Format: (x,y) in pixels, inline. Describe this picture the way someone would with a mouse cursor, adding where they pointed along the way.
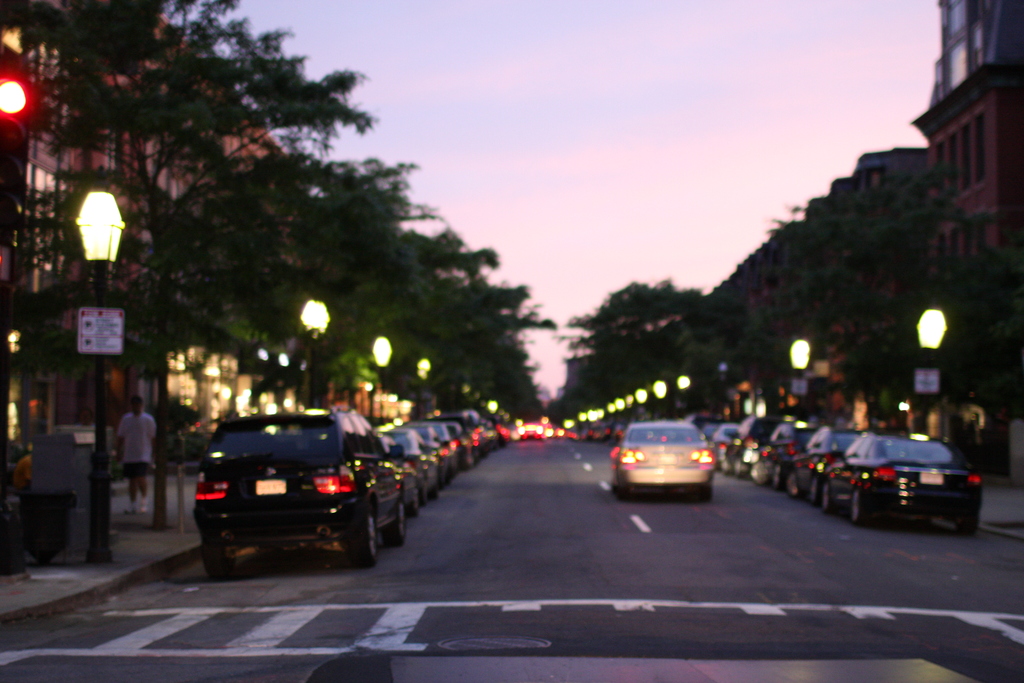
In the image there are many vehicles (473,446) on the road (205,679) and there are street lights (103,508) on the footpaths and there are many trees (285,246) on the left side (211,321), behind the footpaths (184,525) there are buildings (36,413).
